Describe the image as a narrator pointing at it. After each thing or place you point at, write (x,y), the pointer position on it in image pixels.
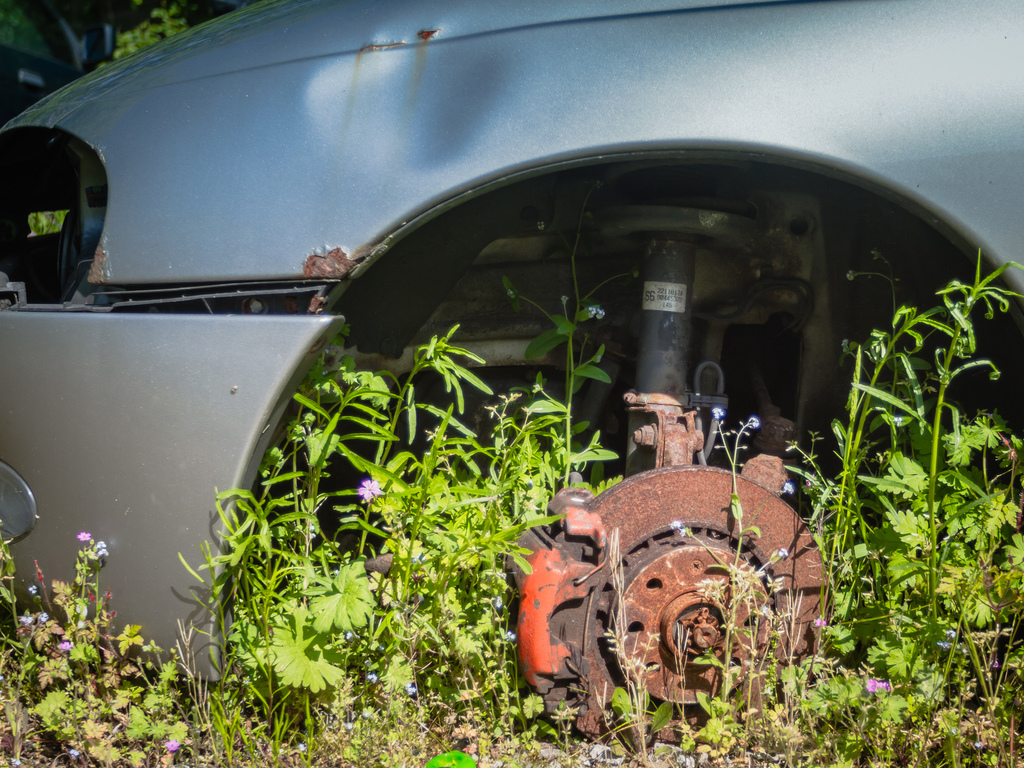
In this image we can see a car (270,218) without Tyre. At the bottom of the image (711,763) there are plants (272,680).
